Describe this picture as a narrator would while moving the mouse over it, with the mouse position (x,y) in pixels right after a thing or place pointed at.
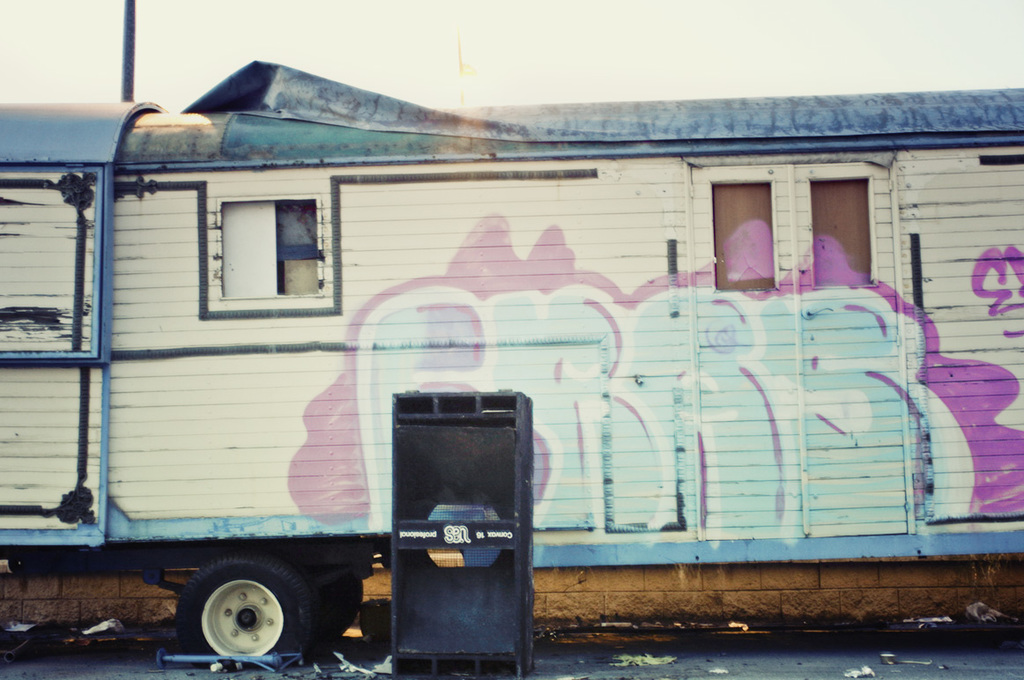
As we can see in the image there is a train (461,309), sound box (505,395), window (308,219), door (823,254) and sky (408,99).
